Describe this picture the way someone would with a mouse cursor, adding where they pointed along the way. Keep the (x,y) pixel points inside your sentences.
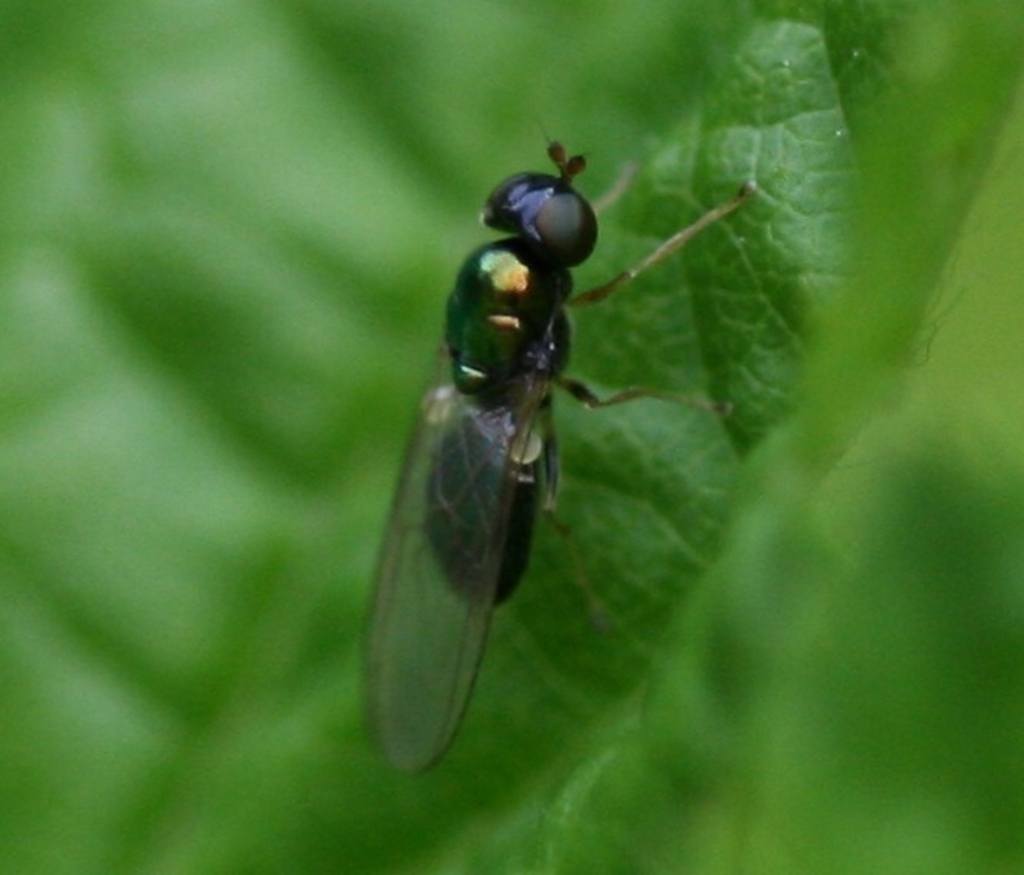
In the foreground of this image (440,555), there is a fly (498,579) on the leaf (701,433).
